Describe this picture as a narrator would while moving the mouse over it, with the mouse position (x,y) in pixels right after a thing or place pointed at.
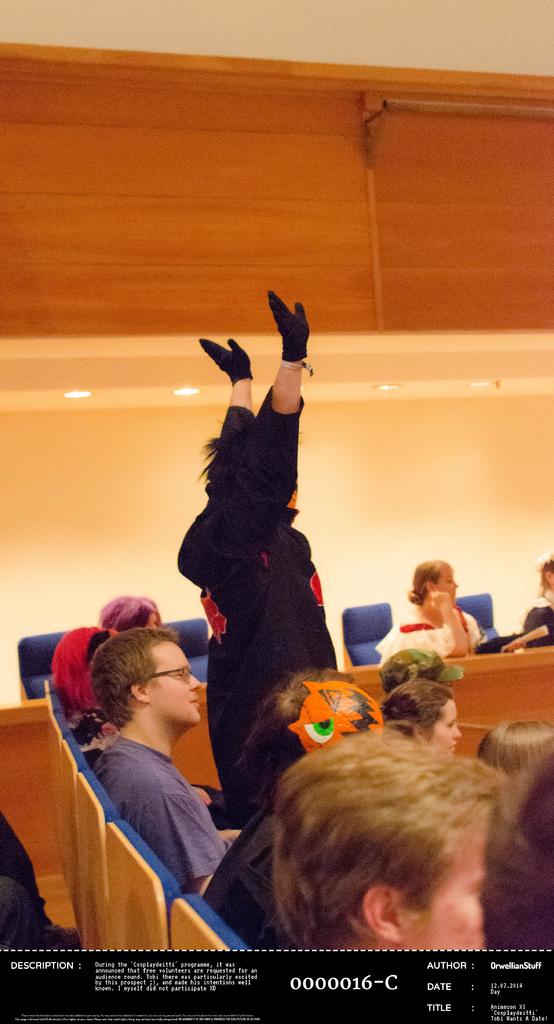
In this image there are a few people (236,710) sitting on their chairs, one of them is standing. In the background (323,489) there is a wall (333,476). At the top of the image (236,24) there is a ceiling (111,46).
